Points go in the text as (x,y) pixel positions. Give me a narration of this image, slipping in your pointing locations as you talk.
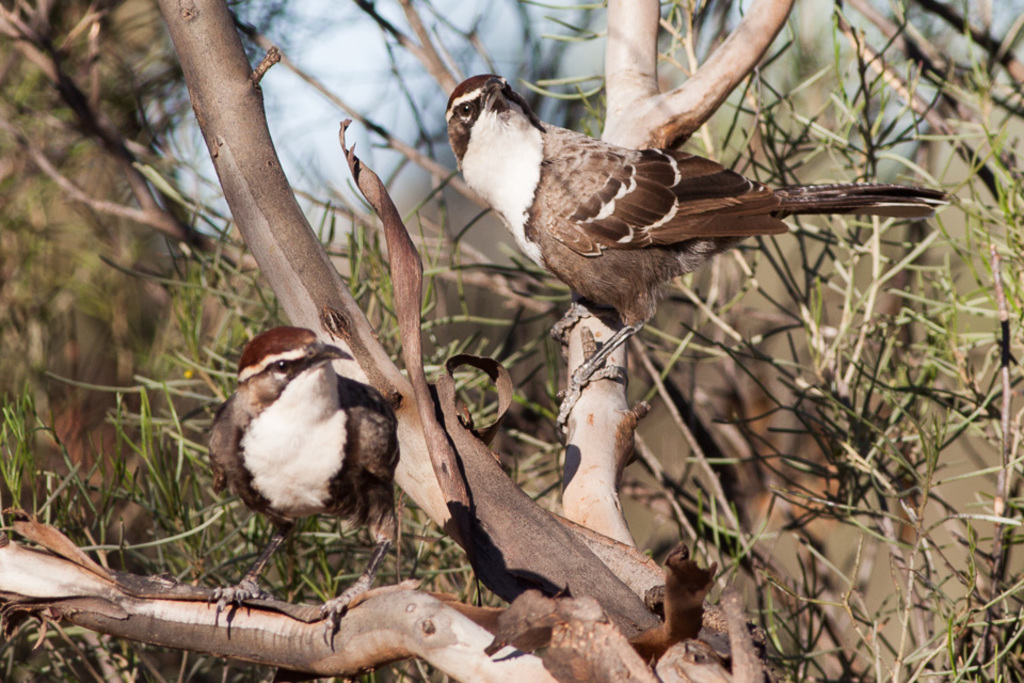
In the picture we can see a tree (743,609) on it, we can see two birds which are brown in color and some part white near its neck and wings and behind it, we can see some plants (150,560) and behind it we can see a sky (277,142) which is not clearly visible.
